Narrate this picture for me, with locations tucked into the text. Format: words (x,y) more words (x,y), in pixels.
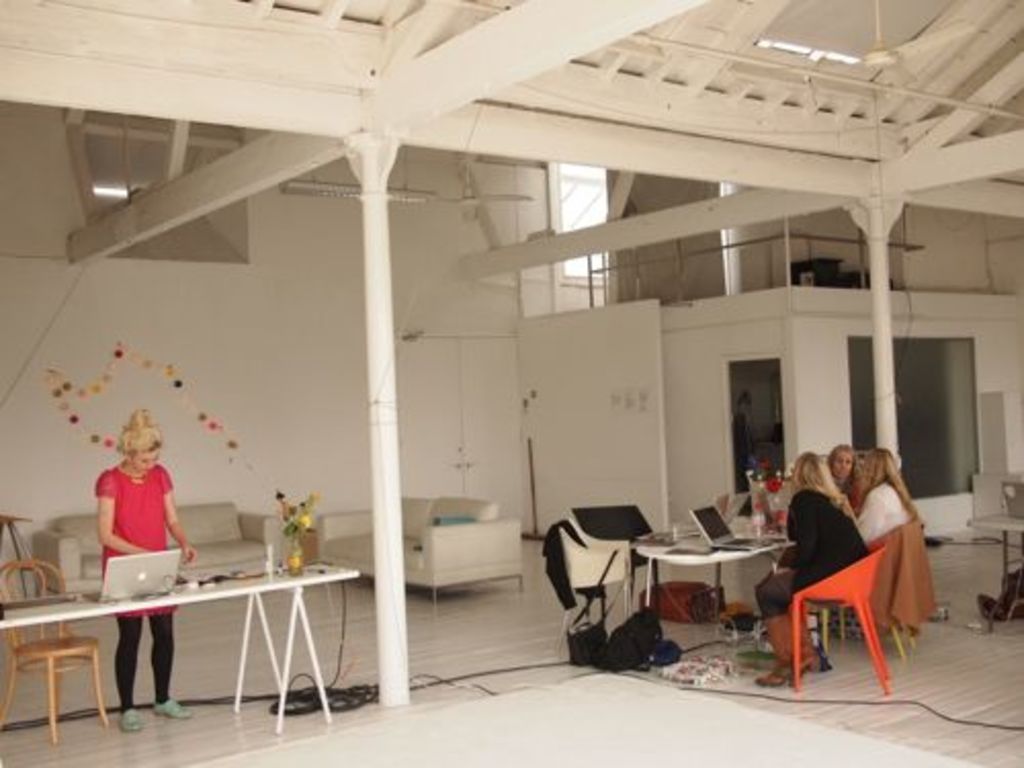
In this image I can see few people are sitting on the chairs (617,572) and one person (139,546) is standing. I can see few laptops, flower pot (303,529) and few objects (761,521) on the tables (763,535). Back I can see few couches (472,526), pillow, wall (345,403), pillars (370,350), glass (941,438) and few objects (616,631) on the floor (831,678). The wall (359,376) is in white color.
